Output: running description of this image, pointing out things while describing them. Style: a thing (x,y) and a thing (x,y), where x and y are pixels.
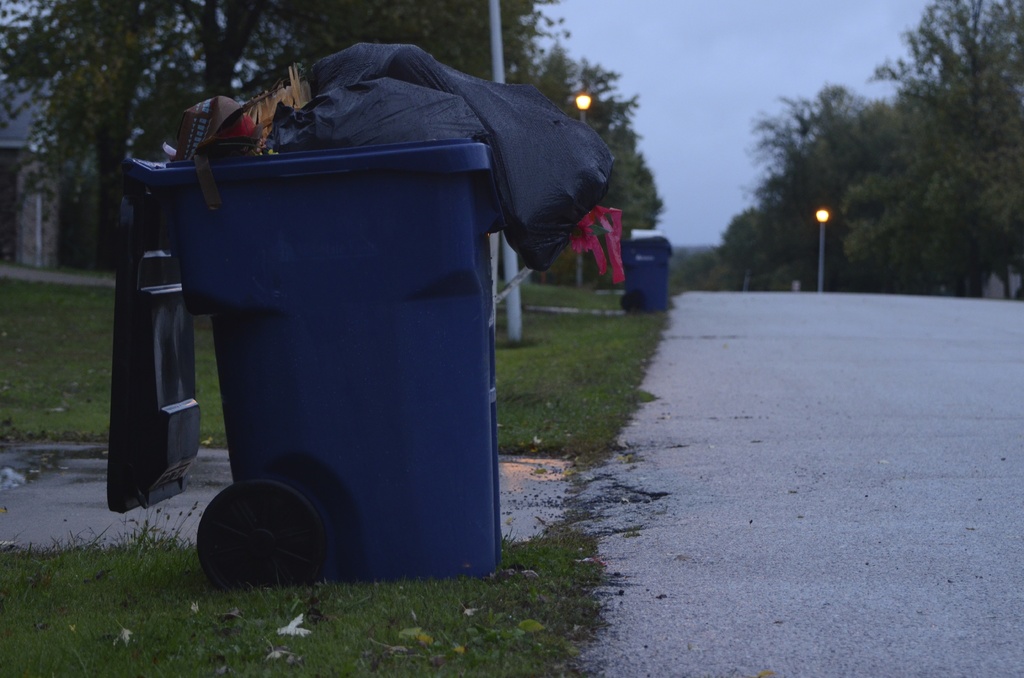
In this picture I can see dustbins (422,164) filled with garbage (536,240), there are poles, lights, there are trees (860,234), and in the background (704,87) there is the sky (678,80).
